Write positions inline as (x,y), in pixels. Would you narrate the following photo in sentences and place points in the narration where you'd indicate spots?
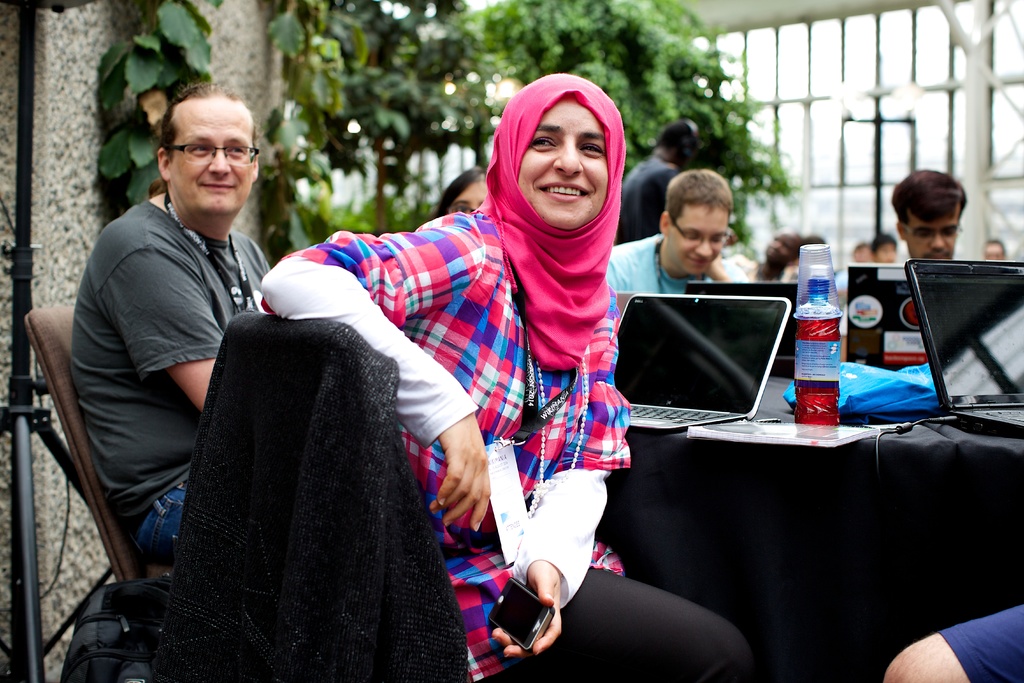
In the image we can see there are many people (505,272) sitting and one is standing, they are wearing clothes (661,168), identity cards (531,366) and some of them are wearing spectacles (915,232). There are even chairs (257,497) and a table (803,485), on the table (924,496), we can see electronic devices (717,369), bottle (811,367) and other things (868,389). Here we can see trees (383,60), fence (843,74) and the background (820,62) is slightly blurred.
